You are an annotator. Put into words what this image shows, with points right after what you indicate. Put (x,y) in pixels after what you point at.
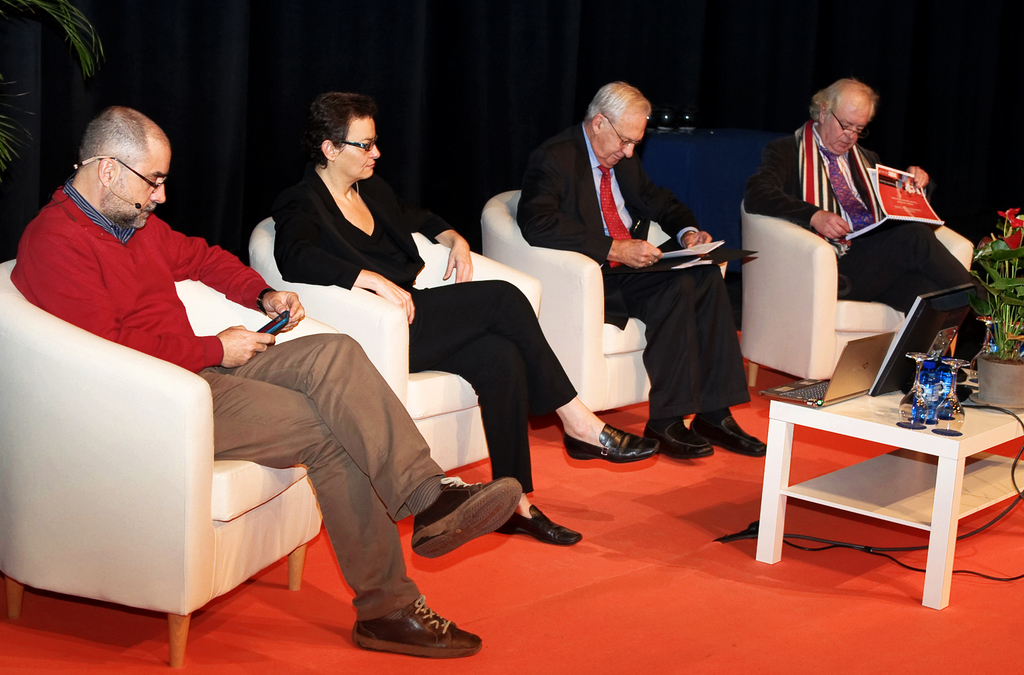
In this picture we can see four persons (422,314) are sitting on chairs (82,433), a man (381,392) on the left side (288,386) is holding a mobile phone (271,336), two persons (868,206) on the right side (693,213) are holding books (682,248), on the right side (951,496) there is a table (953,483), we can see a laptop (865,389), a plant (1009,375) and a monitor (937,340) present on the table (935,486), it looks like a curtain (647,70) in the background (659,49), on the left side (86,58) there is another plant (62,10).
